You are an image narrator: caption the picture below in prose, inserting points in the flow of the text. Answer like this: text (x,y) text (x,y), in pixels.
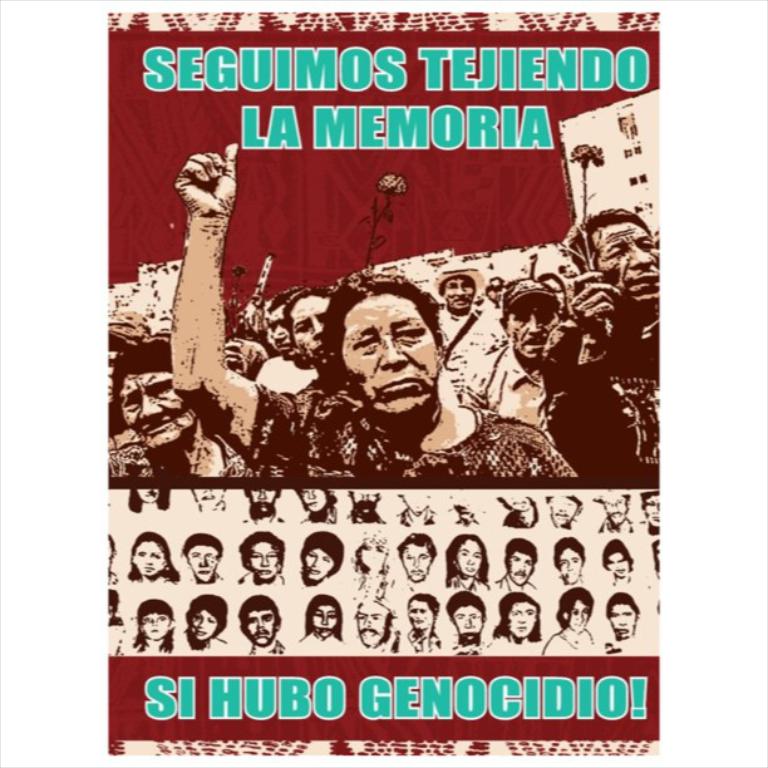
This image consists of a poster (465,210). On this poster (404,206), I can see some text (319,120) and few images (346,467) of persons (333,457).
